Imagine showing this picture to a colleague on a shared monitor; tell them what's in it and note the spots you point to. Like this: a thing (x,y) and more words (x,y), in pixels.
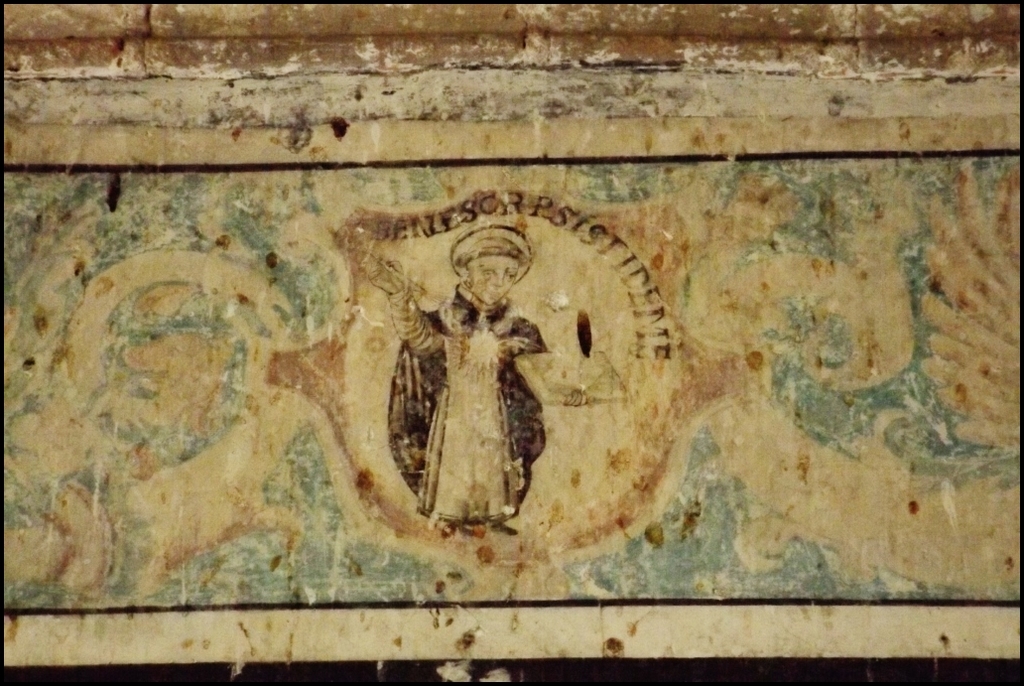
In this image I can see the old structure (563,169) which is cream, black and brown in color and on it I can see the painting (495,308) of a person (456,333).
